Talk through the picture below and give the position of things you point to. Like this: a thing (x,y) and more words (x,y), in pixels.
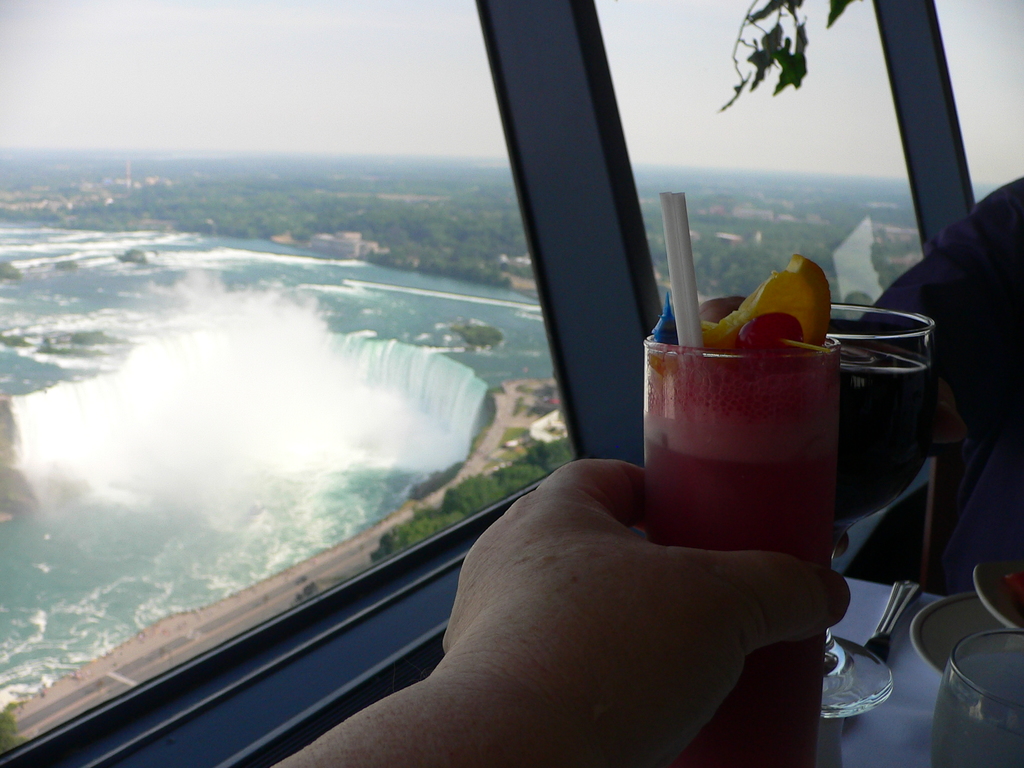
In this picture we can observe a human hand (675,587) holding a glass (723,532) with some juice (753,493) in it. On the table (901,682) we can observe wine glass (848,427) with some drink (850,445) in it. Through the window (415,504) we can observe waterfalls (316,354) and trees (388,233) here. In the background (361,95) there is a sky (287,86).
